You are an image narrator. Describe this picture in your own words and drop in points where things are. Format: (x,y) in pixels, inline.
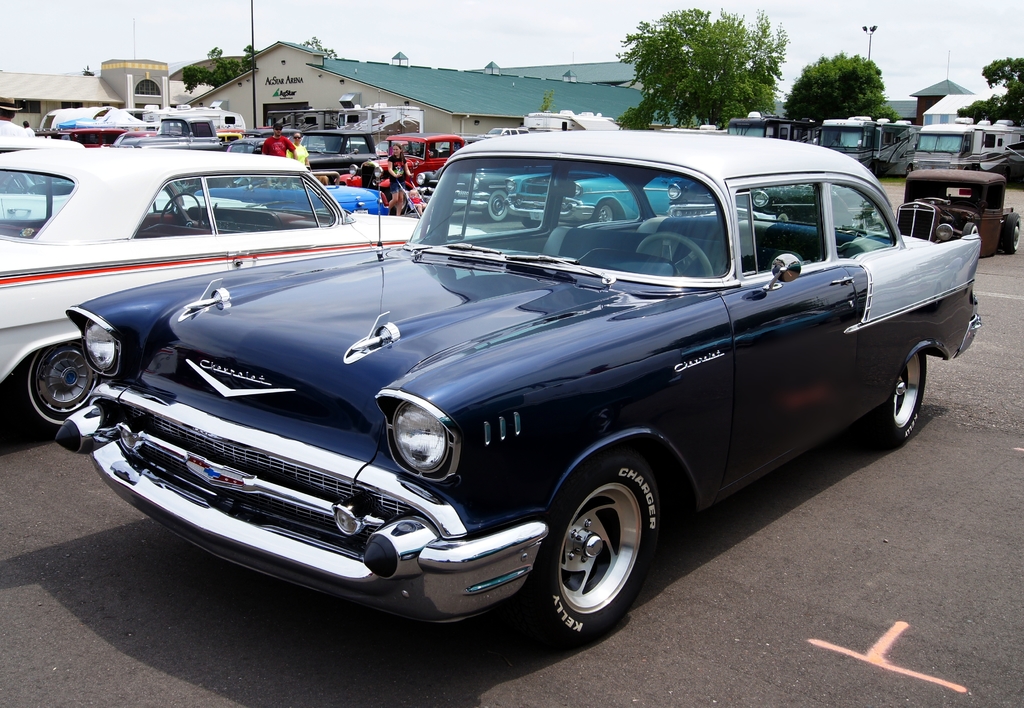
In this picture we can see vehicles (805,404), persons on the ground (786,505) and in the background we can see sheds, trees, sky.
